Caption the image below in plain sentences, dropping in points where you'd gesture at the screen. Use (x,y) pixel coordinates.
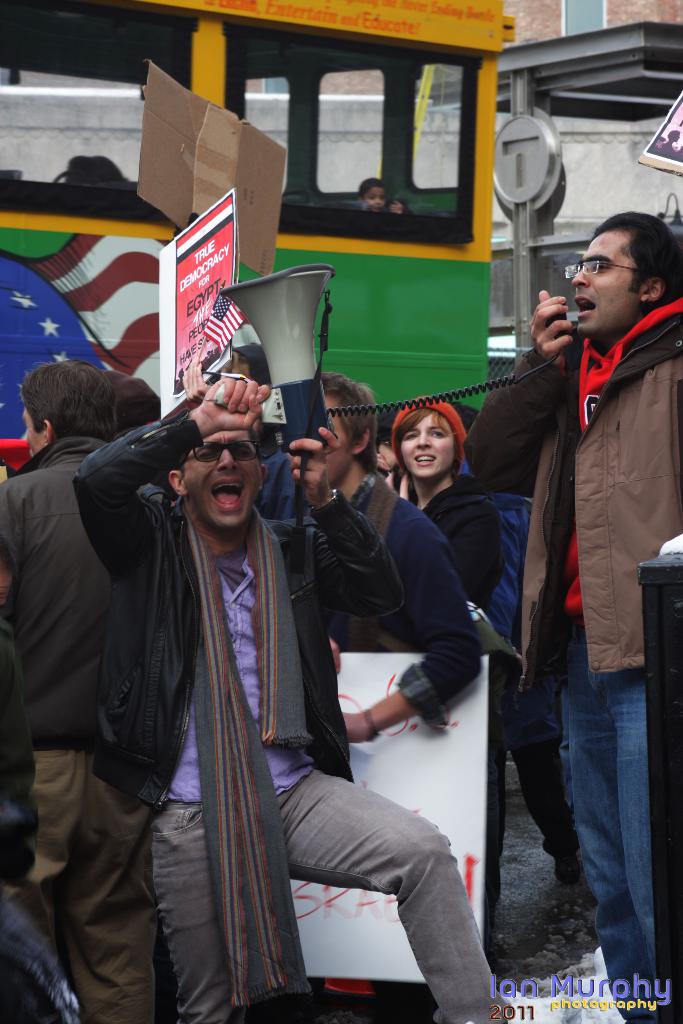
In this image there are a few people (326,663) standing and holding banners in their hand (191,396) and few are holding speaker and mic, behind them there is a bus (72,211) and buildings (521,27).
